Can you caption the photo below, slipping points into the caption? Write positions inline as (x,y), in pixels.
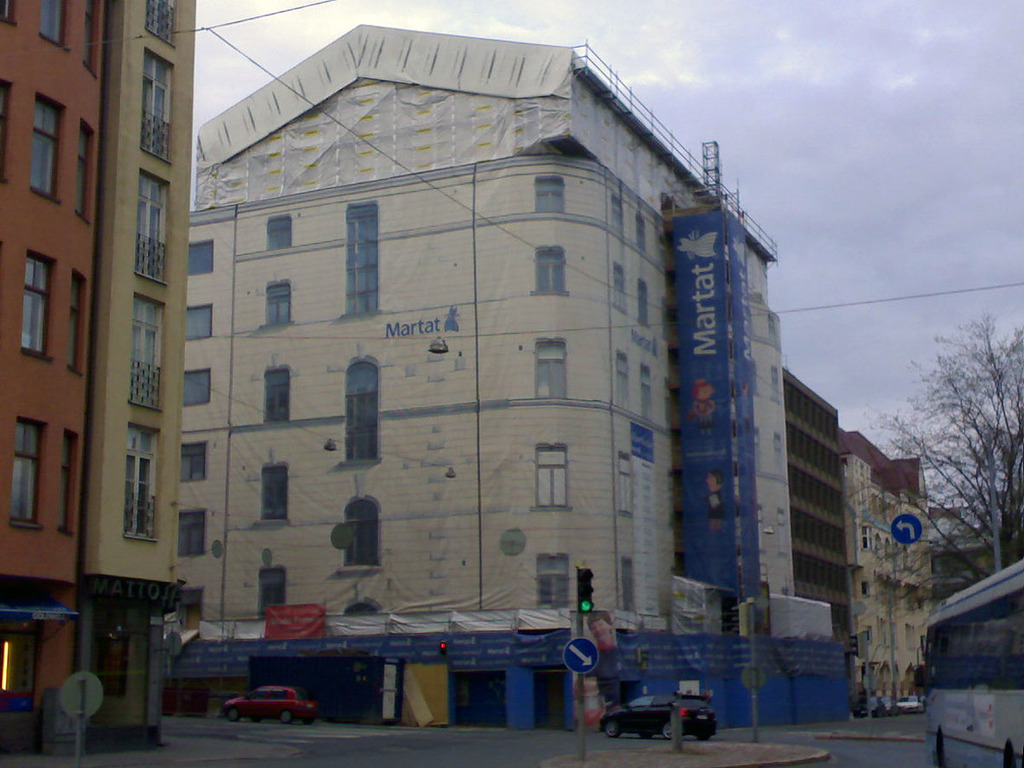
In this picture we can see vehicles (995,736) on the road (881,717), traffic signal lights (588,584), banners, trees (1005,459), poles (893,531), signboards (908,540), buildings (551,426) with windows (30,307) and in the background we can see the sky (847,190) with clouds (819,208).
